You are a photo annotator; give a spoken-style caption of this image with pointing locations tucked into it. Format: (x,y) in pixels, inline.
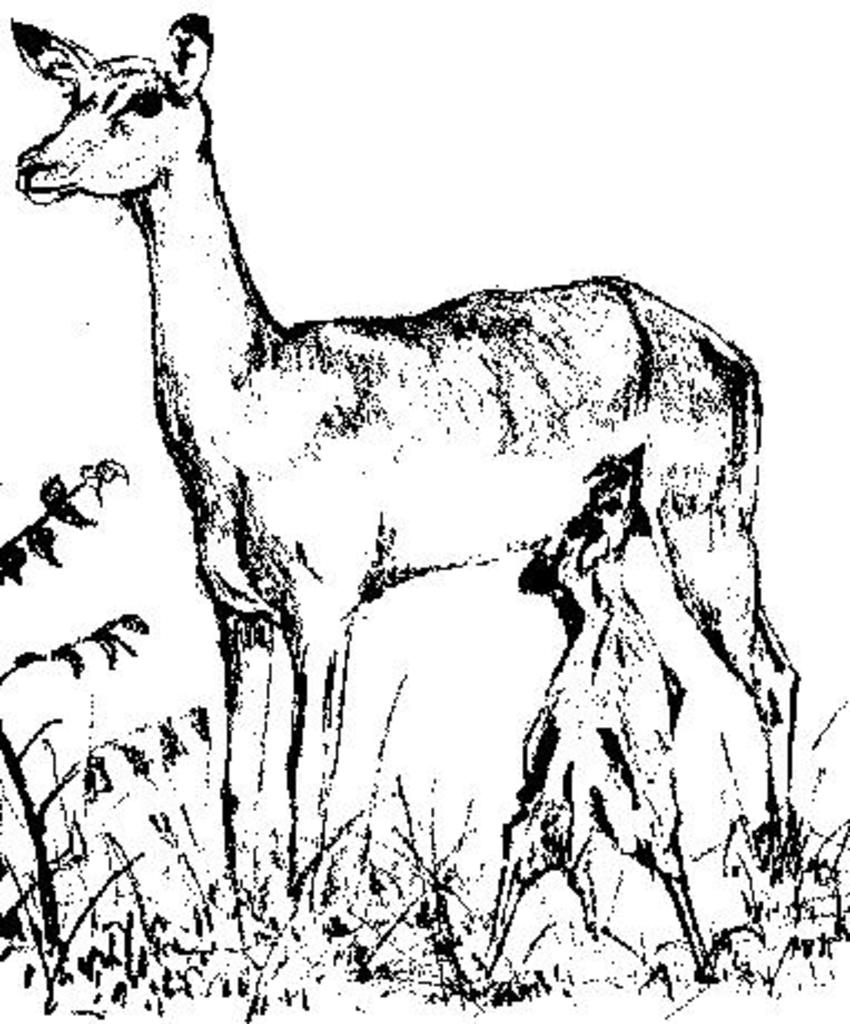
In the image there is a parent deer (408,483) feeding a calf (568,691) on the grassland (314,928).
